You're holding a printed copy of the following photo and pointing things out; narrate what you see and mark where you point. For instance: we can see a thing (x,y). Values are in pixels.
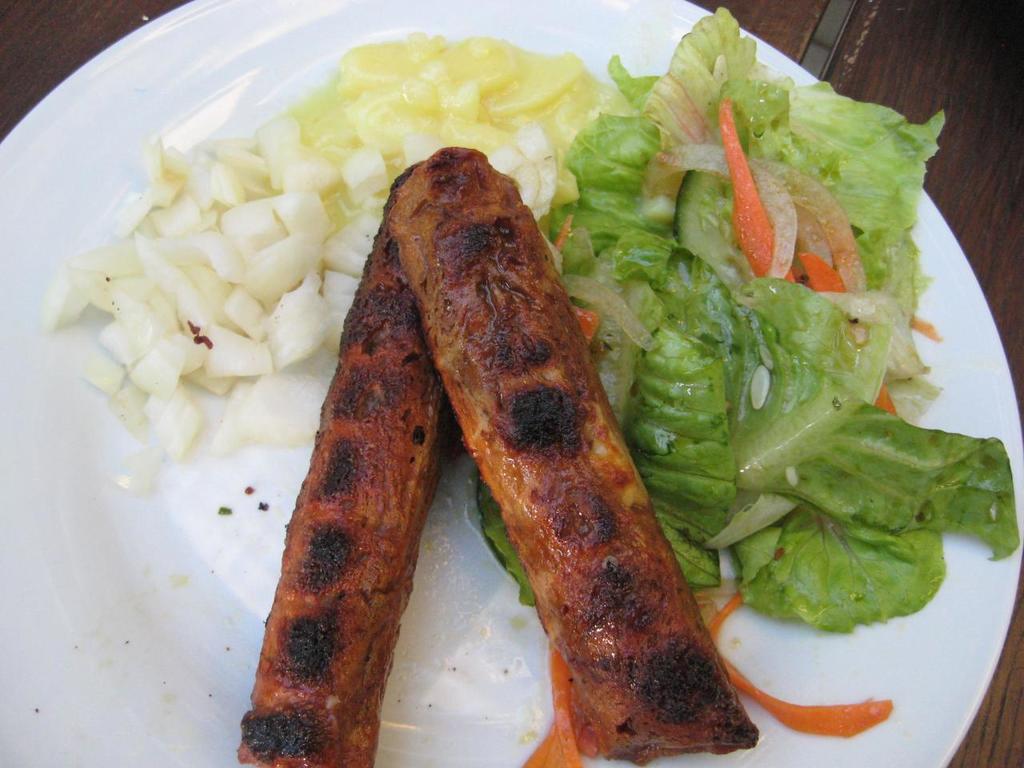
In the center of the image (471,293) we can see vegetables (647,330) and meat (370,541) in plate (65,725) placed on the table (26,36).
